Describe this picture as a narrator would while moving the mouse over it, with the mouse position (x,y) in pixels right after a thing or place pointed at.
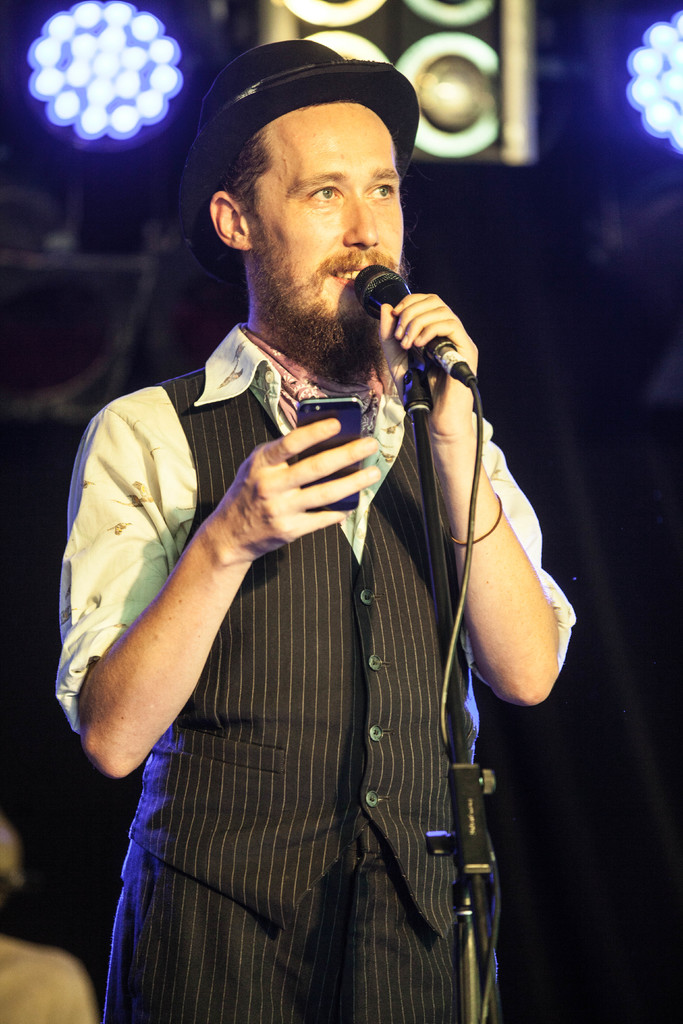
In this image, we can see a man (333,747) is smiling and holding a mobile (337,416), microphone (434,348) with stand (429,549) and wire (453,648). He wore a hat (257,100). Background (631,350) there is a blur view. Here we can see some lights (441,88), speaker (422,132).
